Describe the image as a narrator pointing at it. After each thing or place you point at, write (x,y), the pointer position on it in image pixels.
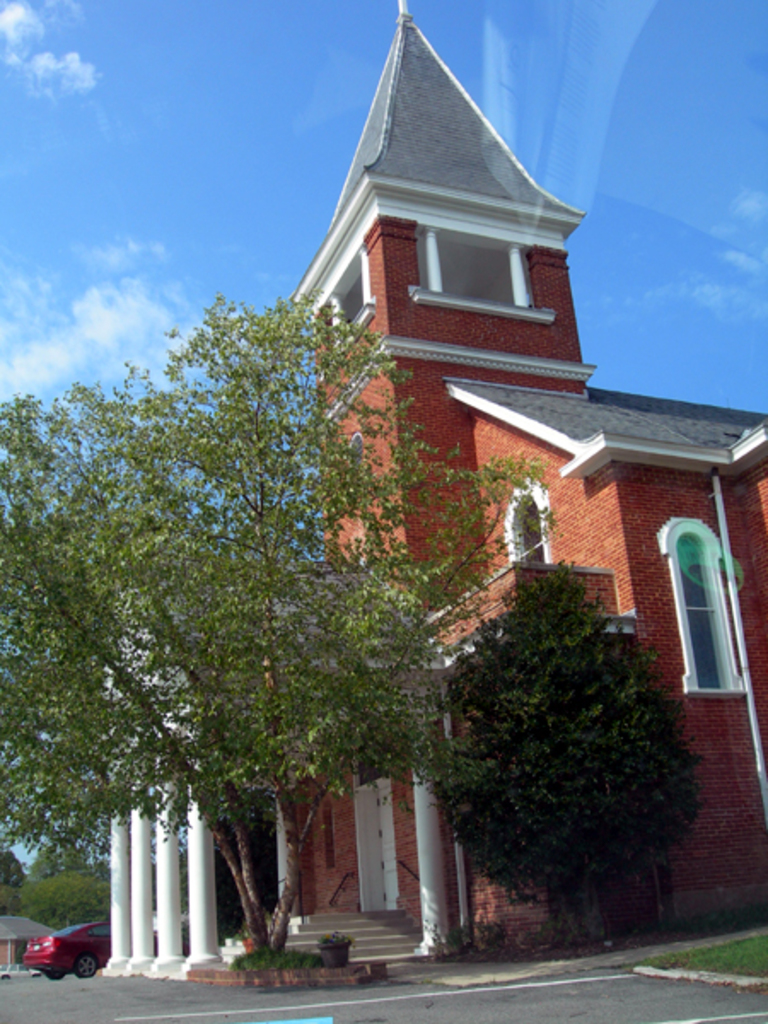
In front of the image there is a road (403,1013). There are plants (600,721), trees (517,847), buildings (122,896) and a car (50,970). At the top of the image (220,144) there is sky (244,143).
